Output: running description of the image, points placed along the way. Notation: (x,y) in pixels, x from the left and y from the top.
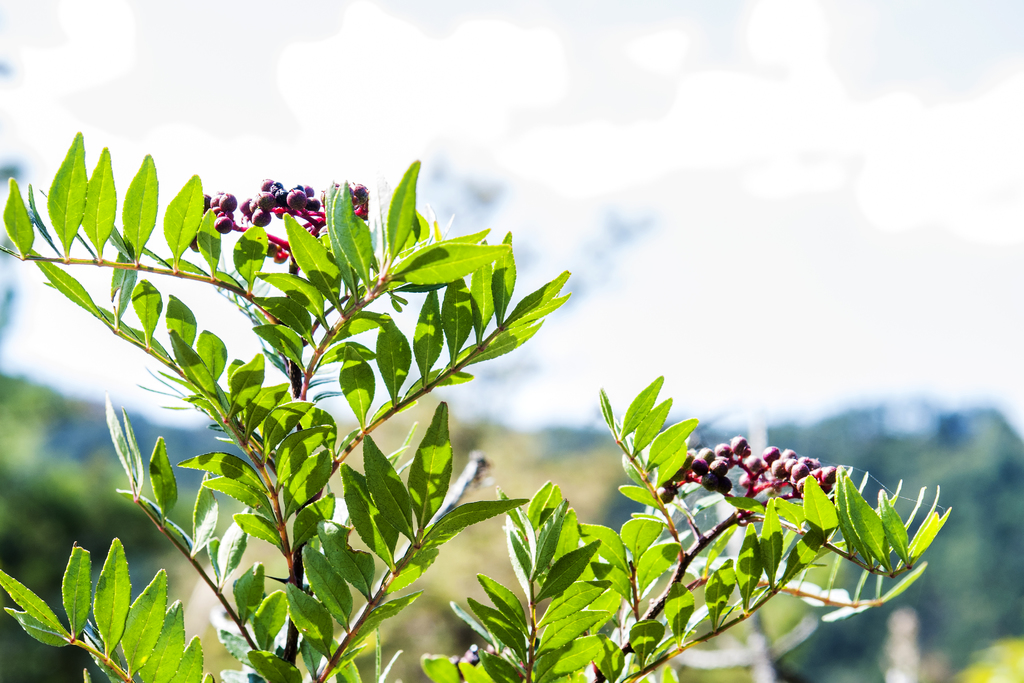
In this picture I can see the leaves (349,223) and berries (672,481) on the stem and I see that it is totally blurred in the background (545,354).
